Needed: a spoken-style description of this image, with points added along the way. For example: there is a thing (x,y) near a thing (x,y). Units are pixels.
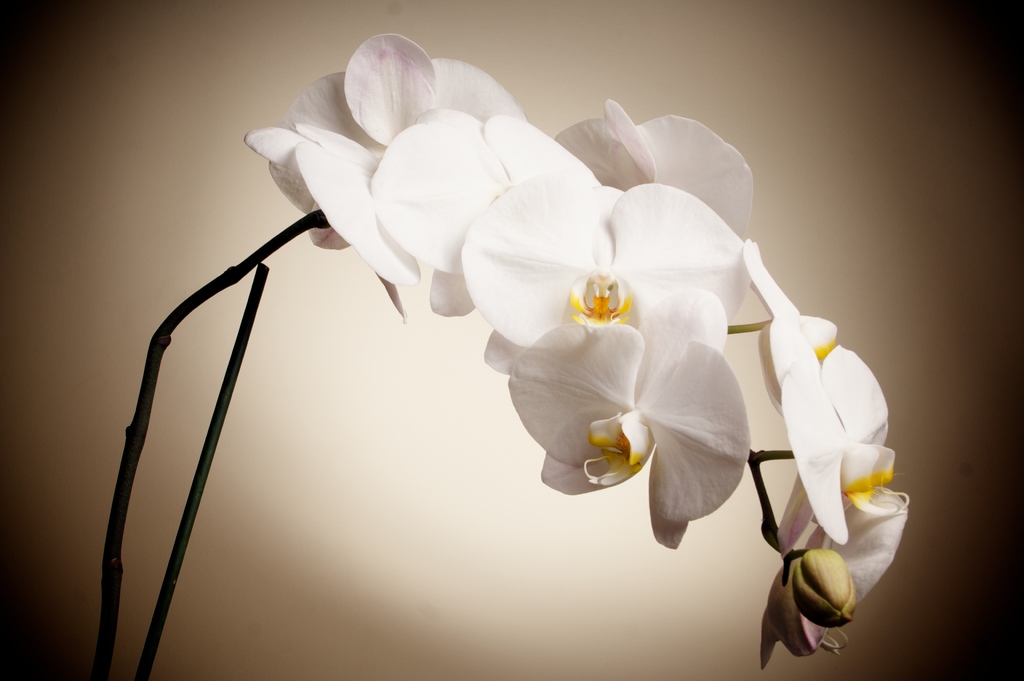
In this image there are white flowers (546,262), there is a bud (823,587), there are stems (108,672) truncated towards the bottom of the image (139,549), the background of the image (436,412) is beige and brown in color.
